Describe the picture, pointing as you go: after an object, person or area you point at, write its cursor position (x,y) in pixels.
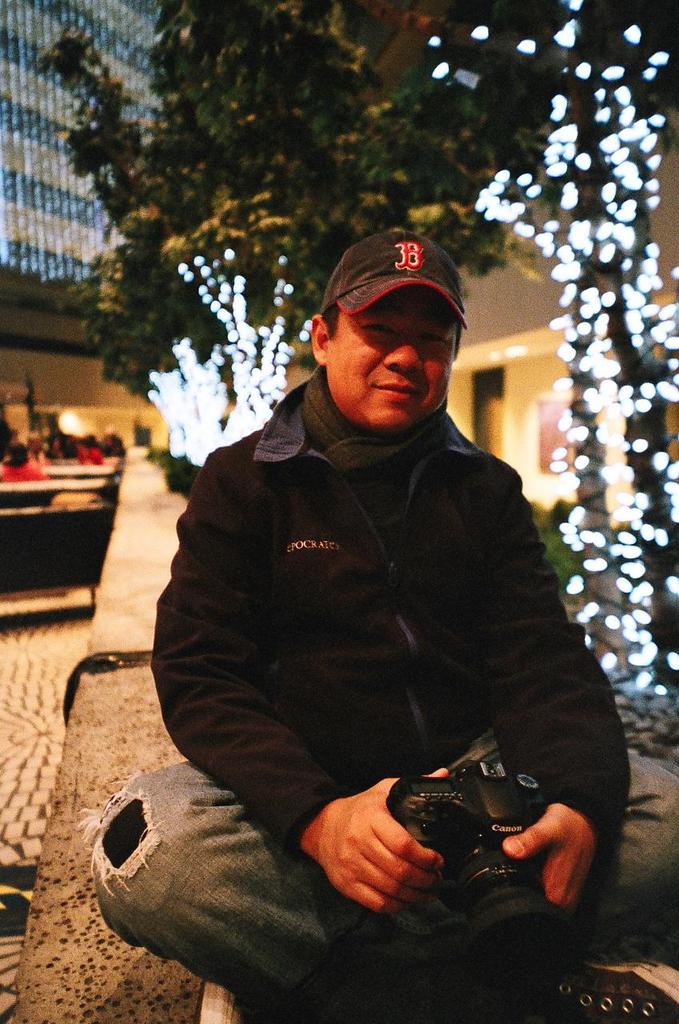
This image is clicked outside. In this image there is a man (247,909) sitting. He is wearing a black jacket (393,719) and holding a camera (512,865) in his hand (508,844). He is also wearing a cap (351,263). In the background (74,347), there is a building (154,107). Trees (413,132) and lights (639,593) on the trees (154,126).
